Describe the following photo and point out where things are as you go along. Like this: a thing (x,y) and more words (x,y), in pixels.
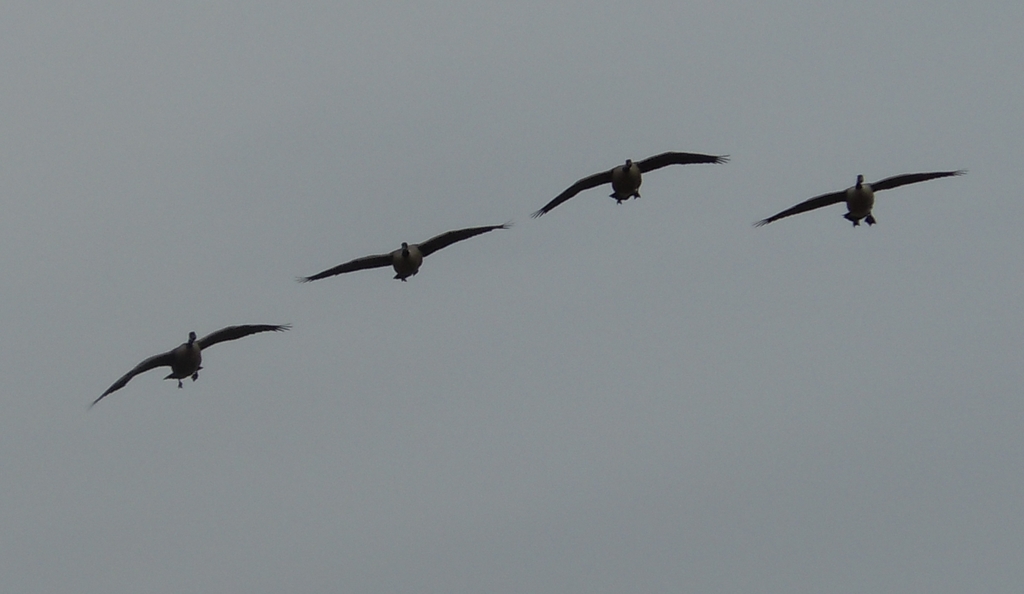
4 birds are flying in an air (393,422).
